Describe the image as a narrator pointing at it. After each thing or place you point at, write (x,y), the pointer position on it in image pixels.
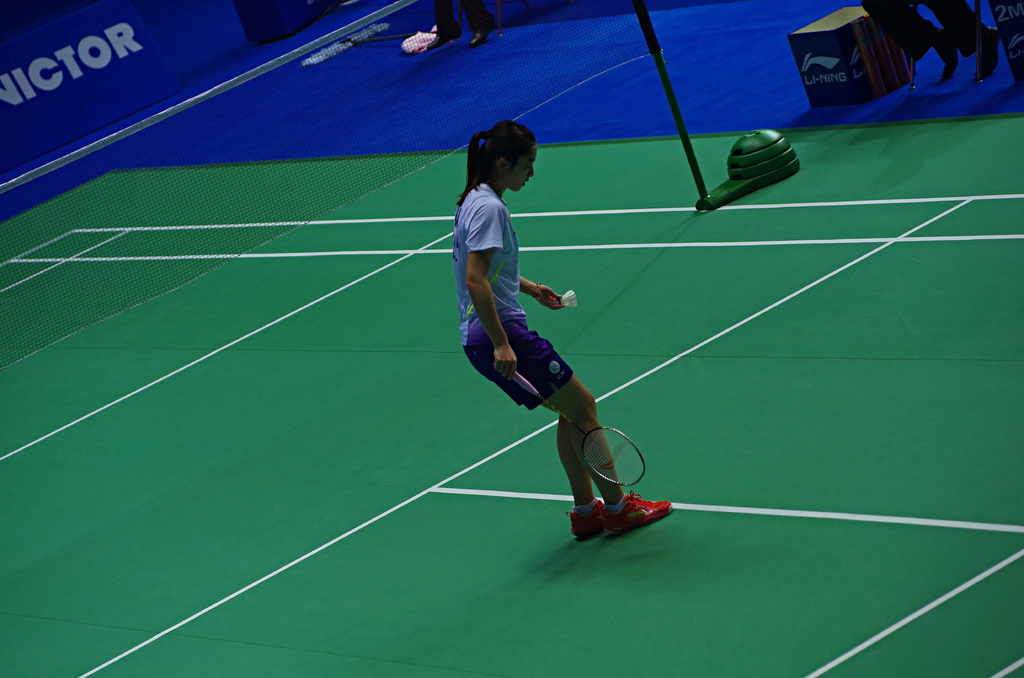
There is a woman (514,297) wearing blue dress (505,226) is standing and holding a badminton bat (591,438) and Shuttlecock (568,298) in her hand (550,300) and there is a net (236,167) beside her.
